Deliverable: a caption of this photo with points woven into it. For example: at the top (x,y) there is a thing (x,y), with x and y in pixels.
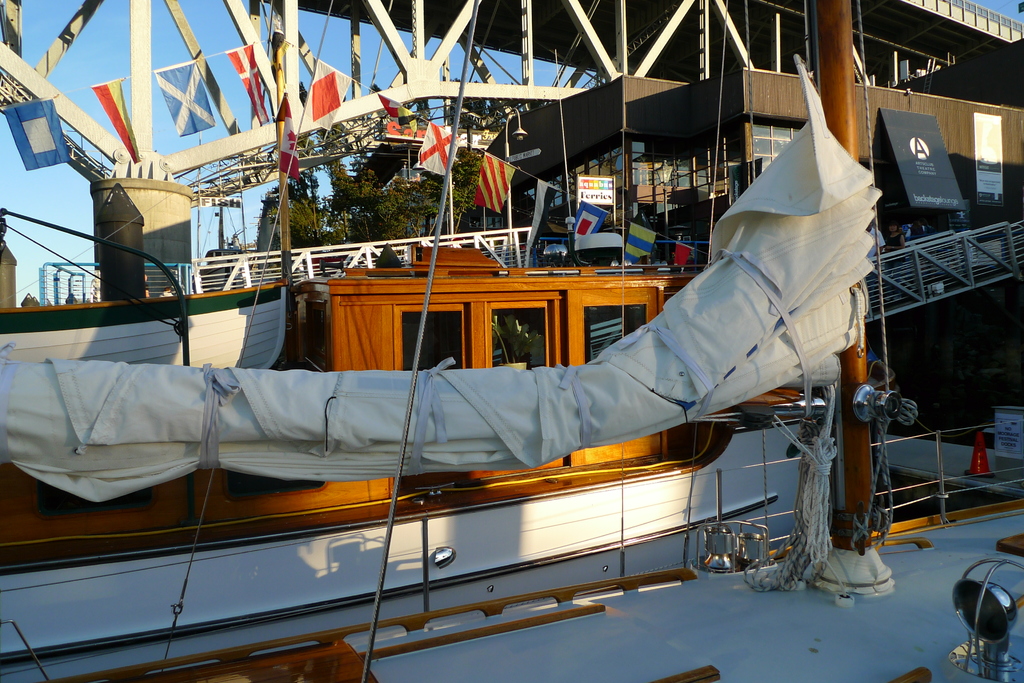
Here we can see ships (80,571), ropes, windows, doors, poles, fence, a cloth (39,415) rolled and tied with the rope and some other metal items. In the background (763,75) we can see buildings (920,90), windows (659,151), posters (991,145) on the wall (912,106), hoardings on the right (946,184) side, trees (436,189), poles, bridge (482,36), fences (985,253), few persons (890,240), flags (423,160) and sky (326,54).
